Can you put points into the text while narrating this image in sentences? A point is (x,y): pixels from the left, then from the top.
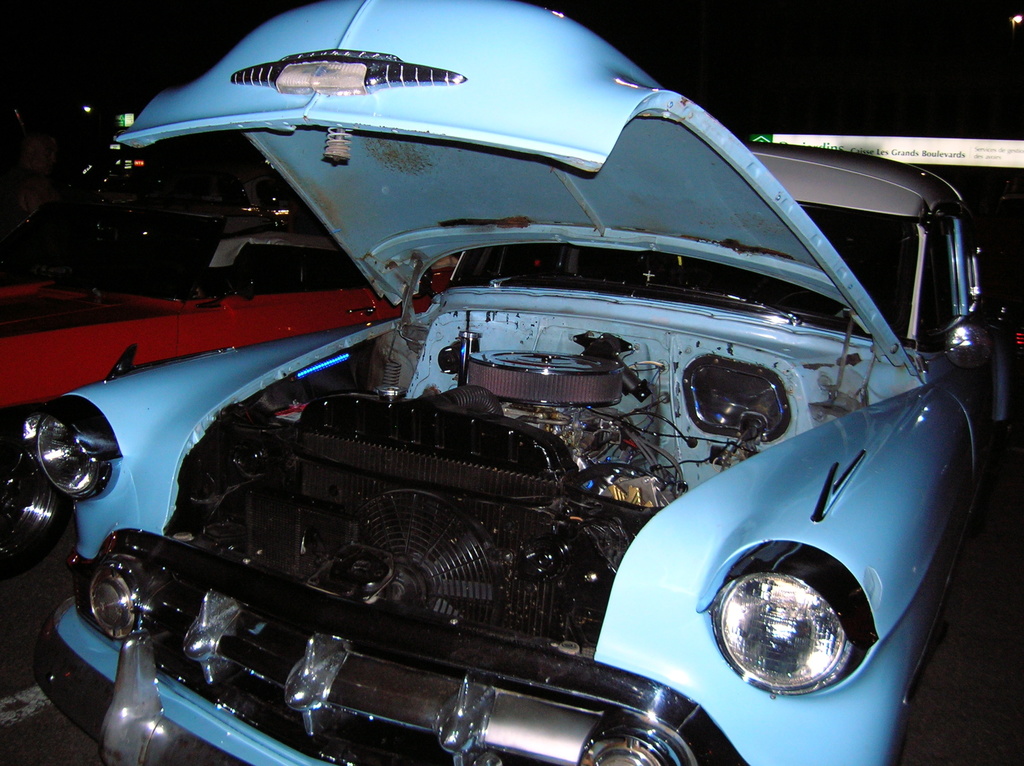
This image is taken outdoors. At the bottom of the image (960,716) there is a road (976,725). In the middle of the image (552,297) a few cars (174,219) parked on the road (970,693). The car (827,576) is blue in color. In the background (879,148) there is a board (897,145) with a text (927,150) on it.
